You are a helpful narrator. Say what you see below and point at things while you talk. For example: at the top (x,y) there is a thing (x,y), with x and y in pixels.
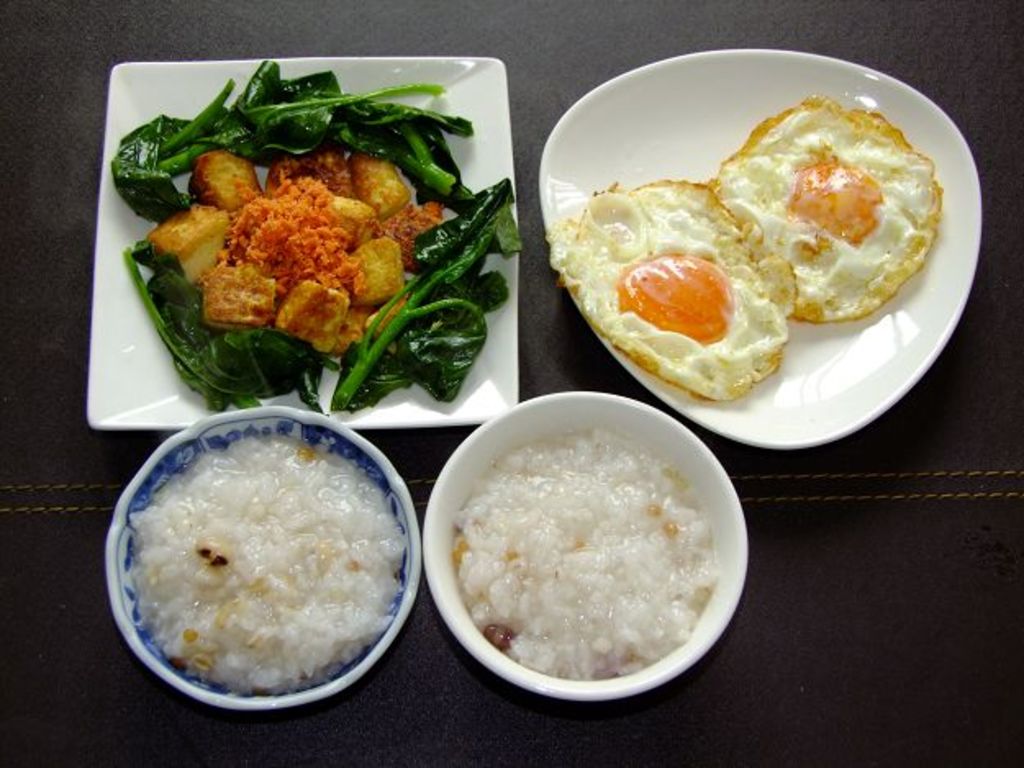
In this image we can see some food (439,381) served in four plates (342,430) which are placed on the surface (366,431).
